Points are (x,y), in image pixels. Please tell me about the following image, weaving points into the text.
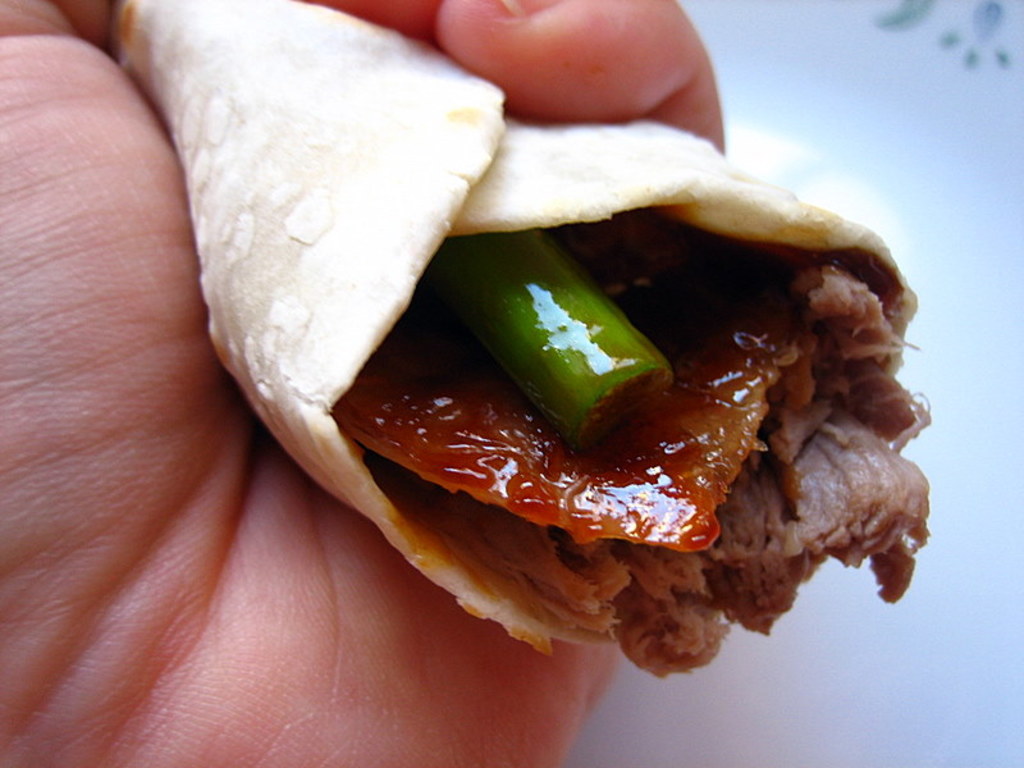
In this image, we can see a hand (263,605) holding some food (422,163).
